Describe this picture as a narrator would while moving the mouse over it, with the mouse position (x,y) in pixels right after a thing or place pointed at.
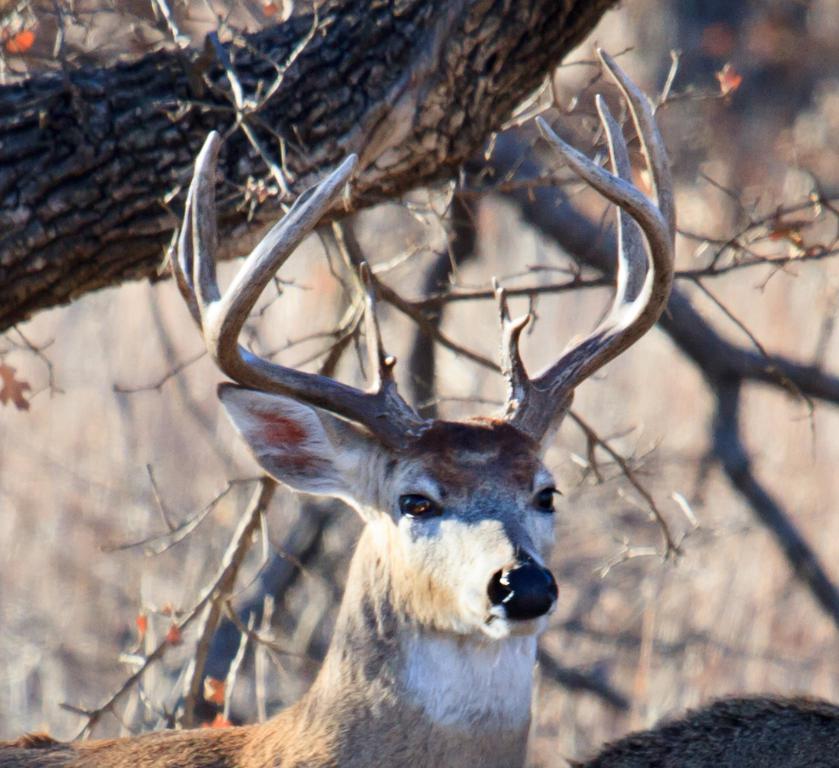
In this picture I can see deer (349,617) and some trees (158,186).
